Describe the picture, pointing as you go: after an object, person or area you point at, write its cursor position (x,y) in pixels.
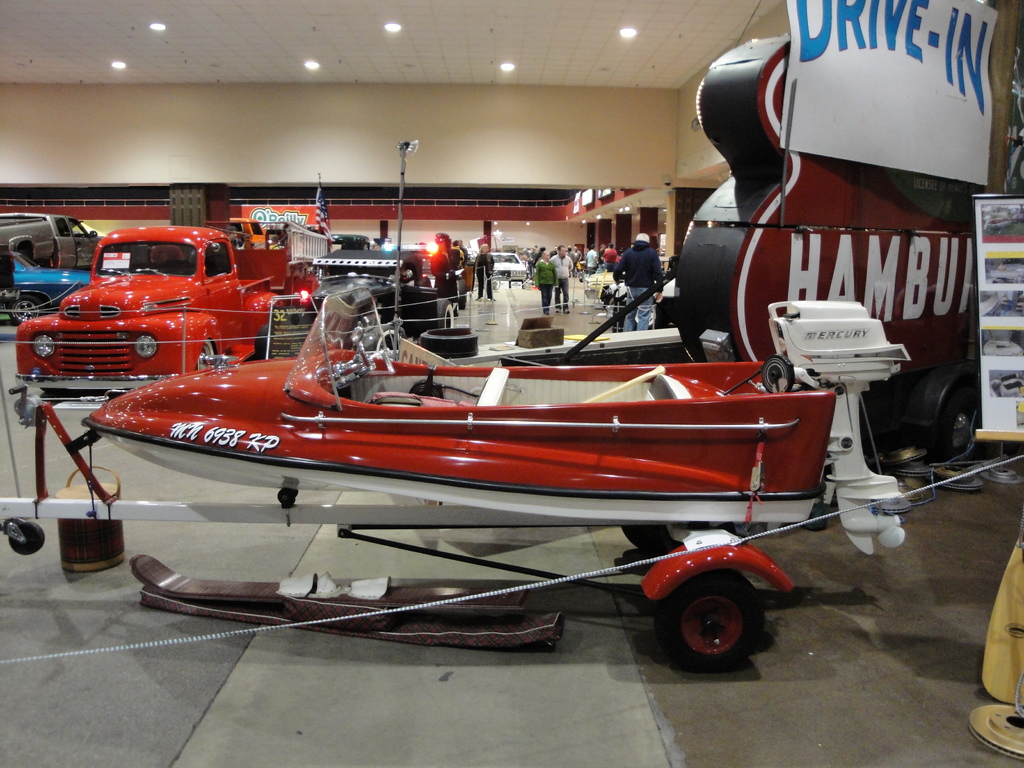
In this image there is a boat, car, guitar shaped hoarding (986,88), paper (1023,386), boards (970,60), vehicles (8,230), group of people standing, lights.
